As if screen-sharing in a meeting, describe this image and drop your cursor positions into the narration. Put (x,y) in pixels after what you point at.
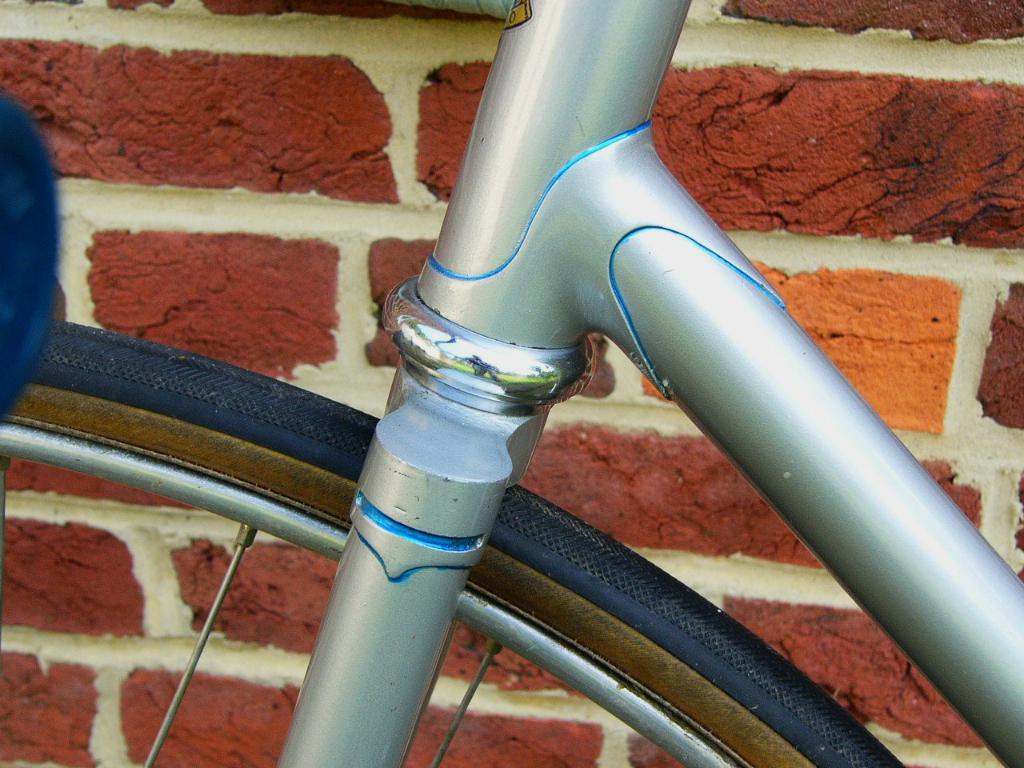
In this picture we can see metal rods (519,277) and a bicycle wheel (277,441).
